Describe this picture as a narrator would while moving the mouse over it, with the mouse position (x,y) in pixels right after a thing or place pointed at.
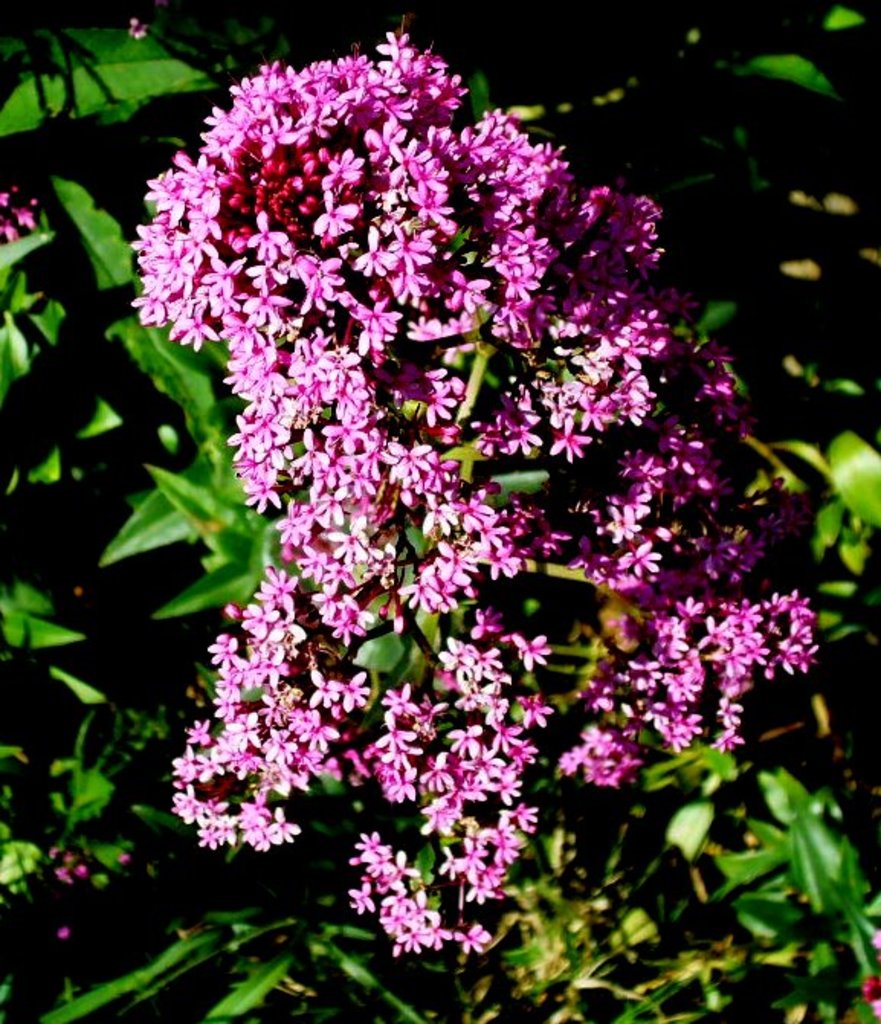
In this image we can see a bunch of flowers (462,702) to a plant (465,834).
